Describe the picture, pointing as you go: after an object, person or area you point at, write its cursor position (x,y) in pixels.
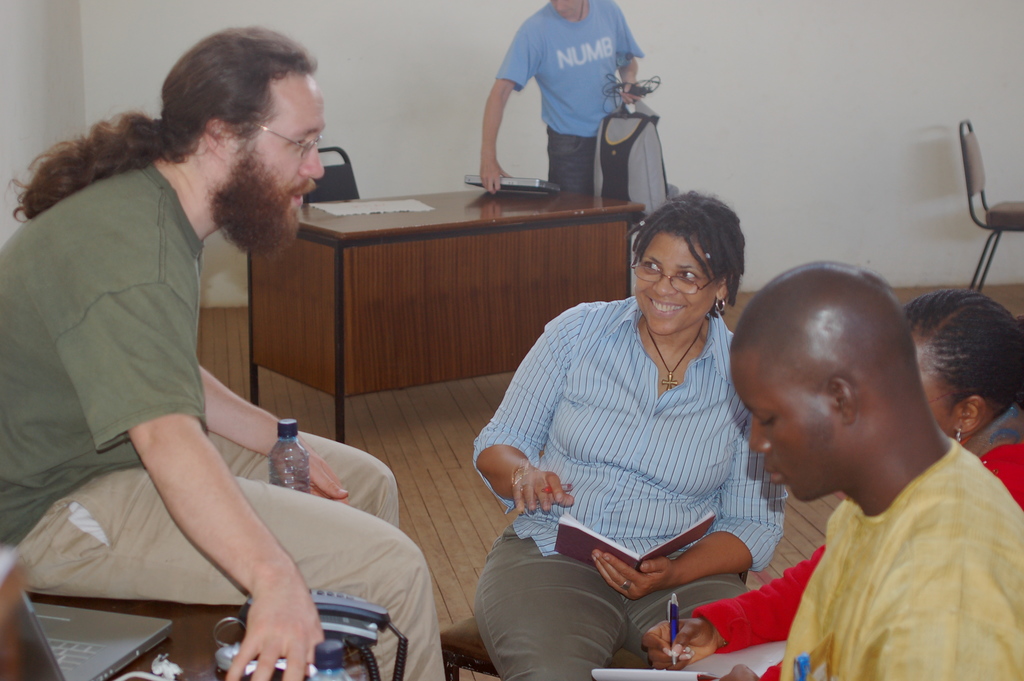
In this picture there are some people (669,412) sitting. One of them is a woman (637,422). She is smiling. On the left side (33,633) I can observe a laptop (60,641) placed on the brown color desk (189,630). There is a telephone (325,626) and a water bottle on the desk (177,631). In the background (401,230) there is a table (393,224) and I can observe a wall (394,77).
